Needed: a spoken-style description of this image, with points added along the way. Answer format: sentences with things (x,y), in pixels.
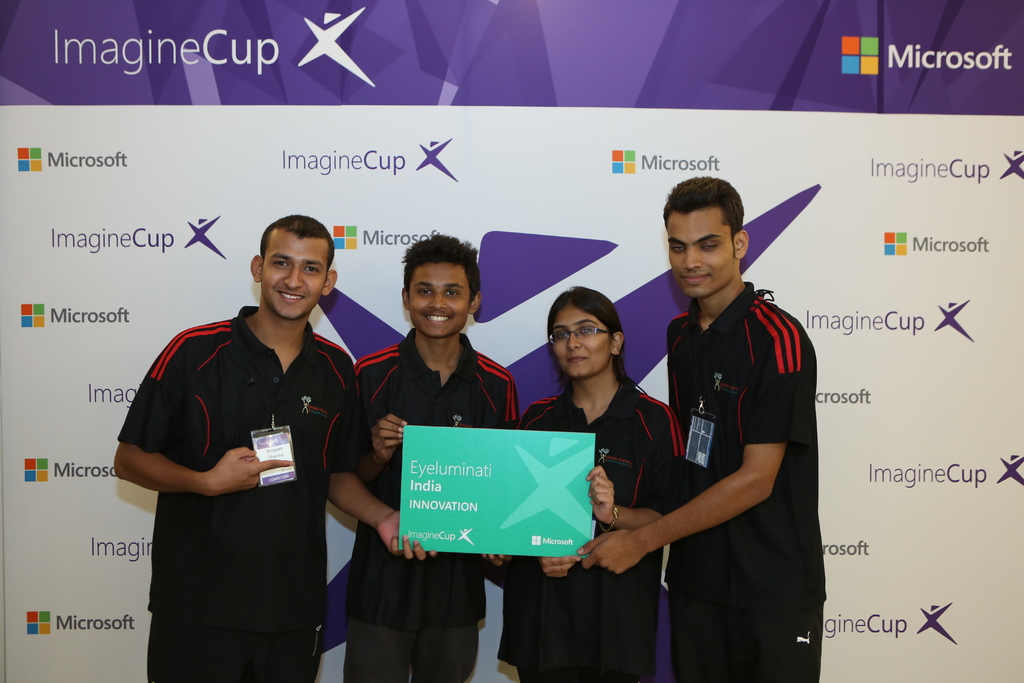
In this picture we can observe four members (448,403). Three of them are men (669,337) and the other is a woman (580,363). They are holding green color card (516,538). We can observe some text (419,505) on this card (494,494). In the background (346,117) we can observe a poster (110,187) which is in violet and white color.
